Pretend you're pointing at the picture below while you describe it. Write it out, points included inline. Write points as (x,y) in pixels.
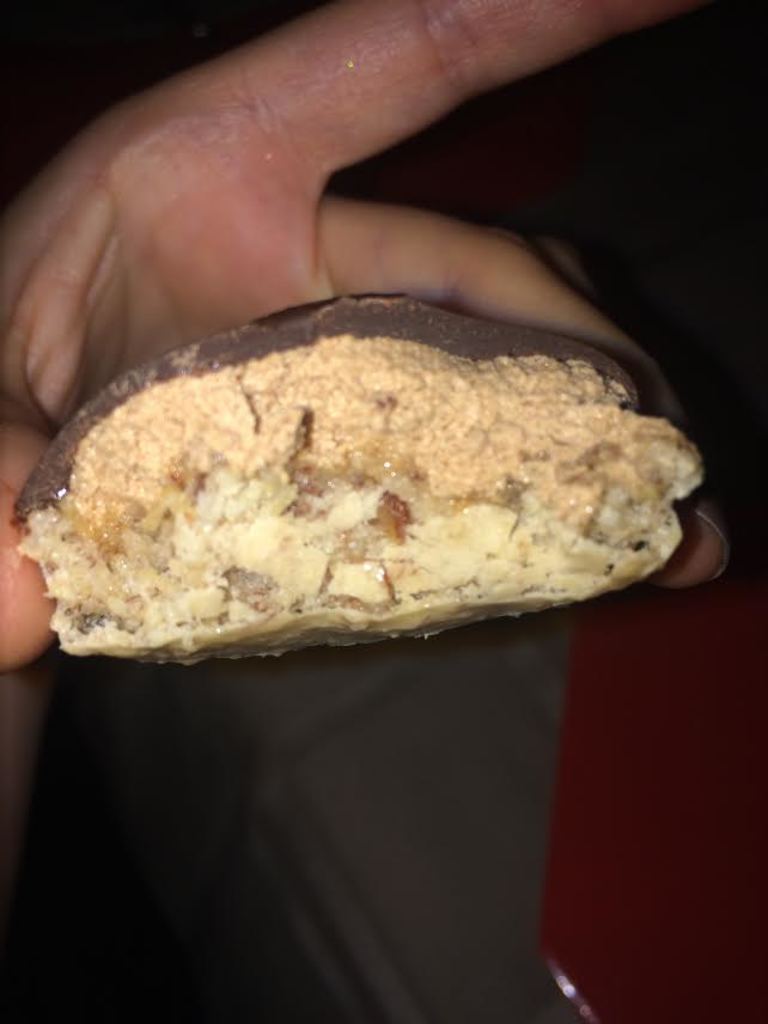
In this image we can see a person's hand (319,253) holding a chocolate (286,497).
